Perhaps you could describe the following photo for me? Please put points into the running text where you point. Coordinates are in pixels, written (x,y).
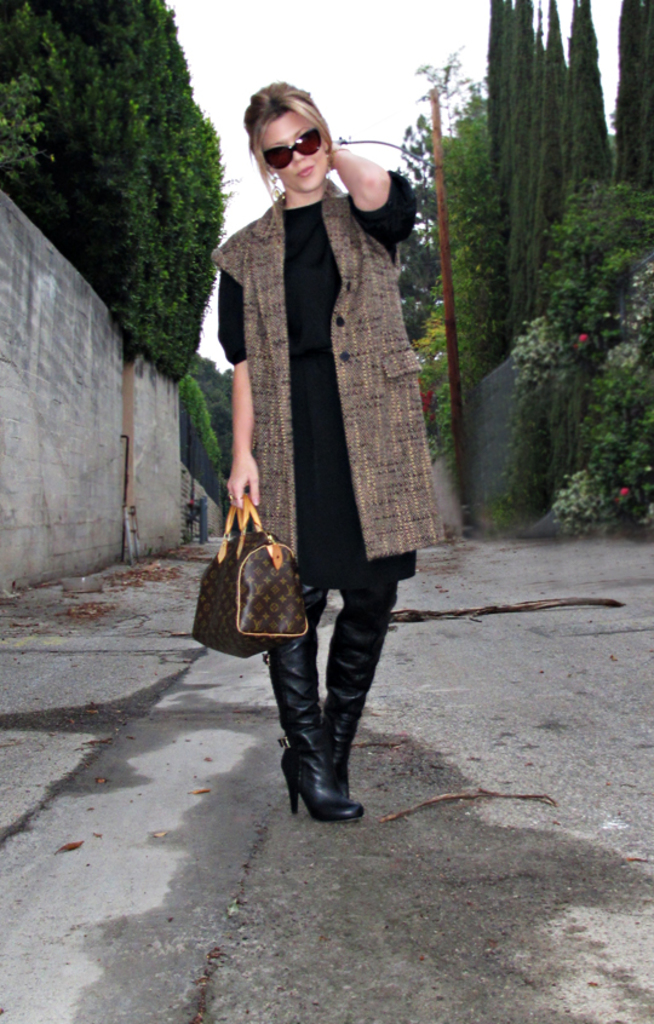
In this image I see a woman (349,454) who is wearing brown and black color dress (336,329) and I see that she is wearing boots (310,613) and shades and I see that she is holding a bag (205,591) in her hand (245,477) and I see the path (211,702). In the background (36,514) I see the wall (50,329), plants (596,319), trees (185,297), a pole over here and the sky (352,51).
